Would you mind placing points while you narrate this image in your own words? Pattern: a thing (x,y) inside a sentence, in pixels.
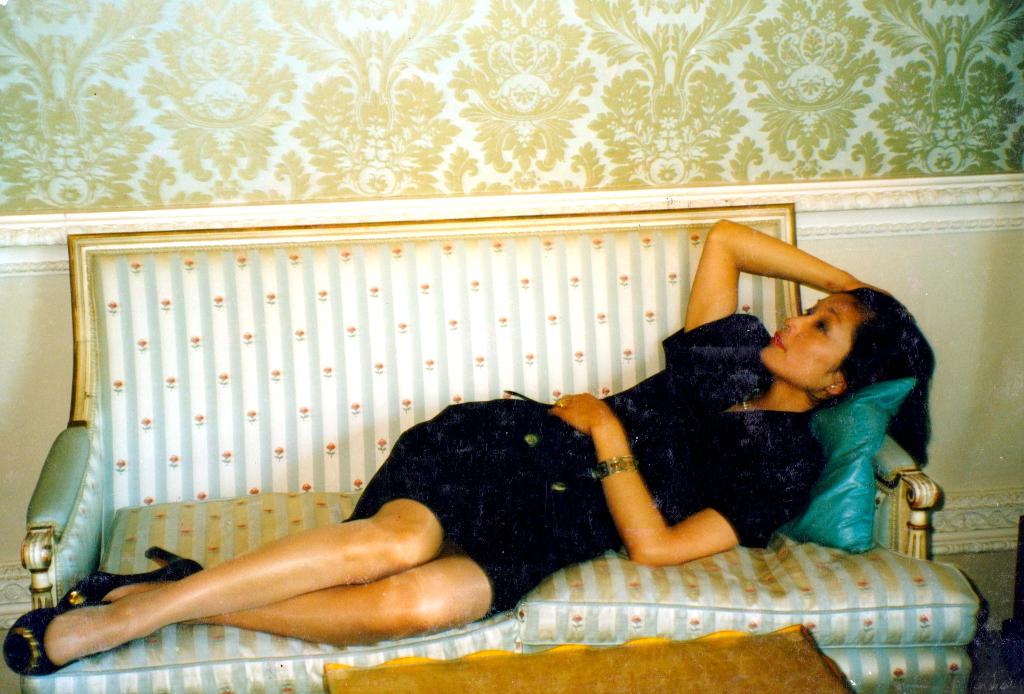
In this picture I can observe a woman (576,398) laying on the sofa (306,474). She is wearing black color dress (666,348). In the background (352,153) I can observe a wall (558,170).
